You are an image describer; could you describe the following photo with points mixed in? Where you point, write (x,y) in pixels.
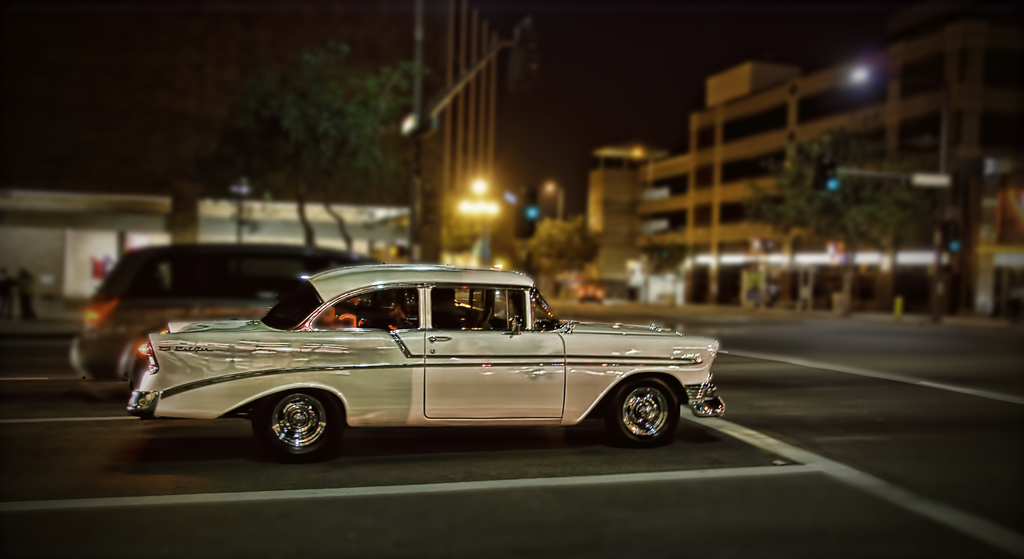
In this picture I can see vehicles (418,407) on the road (584,447), there are buildings (444,180), lights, poles (415,199) and trees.
